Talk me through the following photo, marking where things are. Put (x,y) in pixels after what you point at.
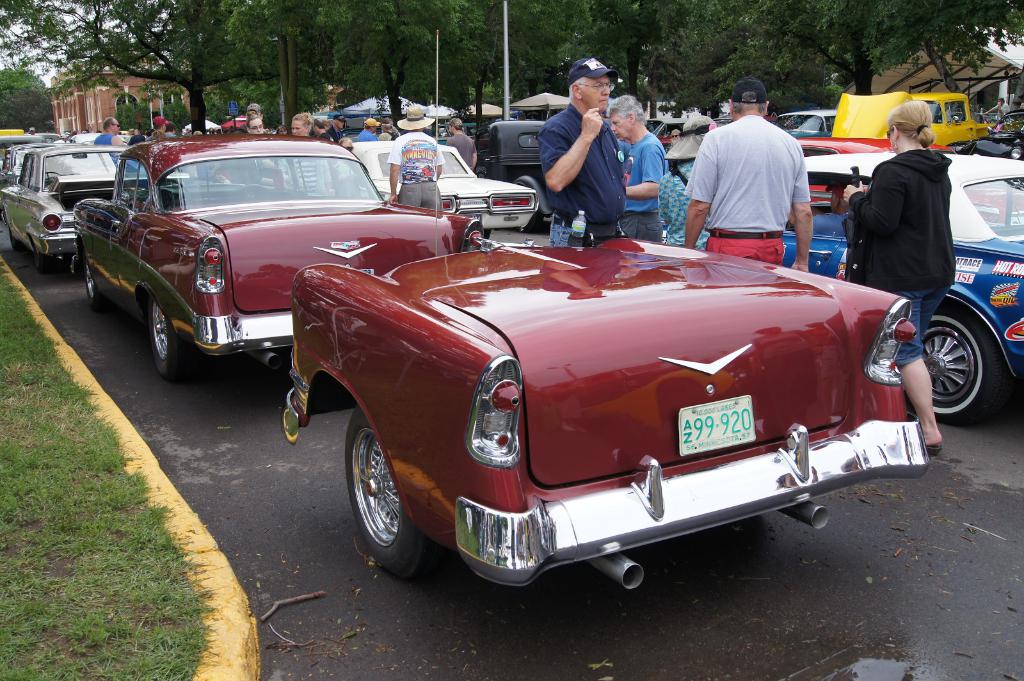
Here we can see vehicles (895,468) and persons (255,111) on the road (782,564). This is grass (106,510). In the background (133,85) we can see trees (610,50), poles (439,65), buildings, and sky (38,64).
